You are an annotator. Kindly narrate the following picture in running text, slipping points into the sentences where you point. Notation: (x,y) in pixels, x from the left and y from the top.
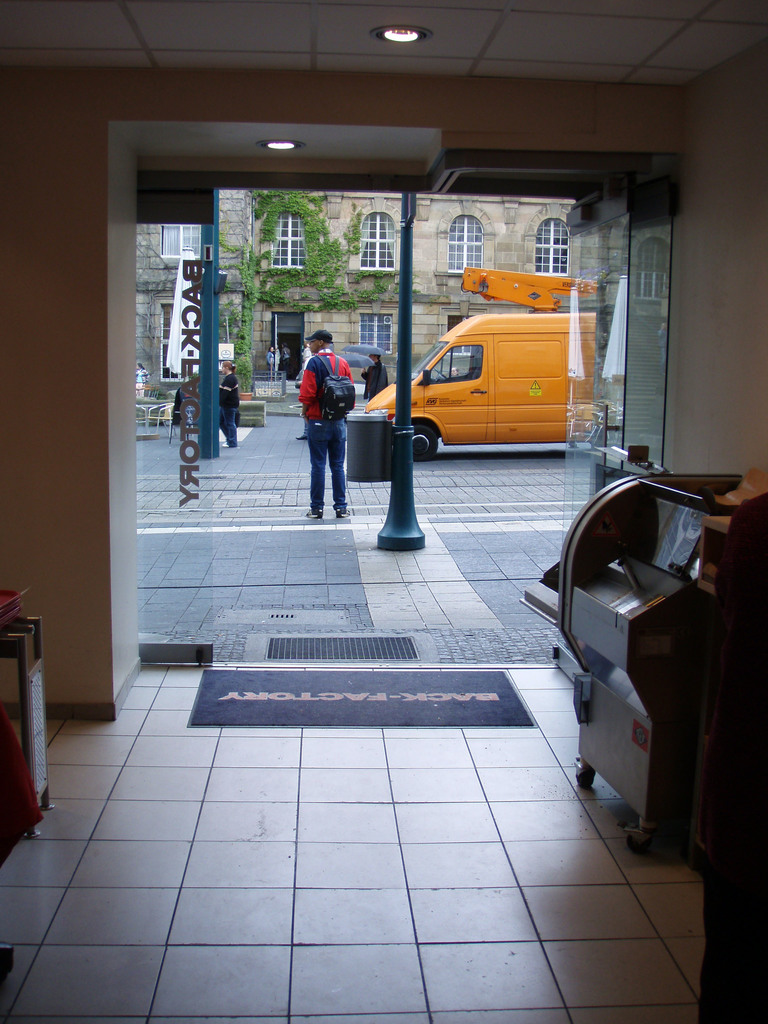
In this image there are persons (224,381) standing, there is a person (325,439) wearing a bag (329,413), there is a person (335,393) holding an object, there is a pole (409,400), there is a glass door (574,356), there is wall (713,287) truncated towards the right of the image (724,315), there is wall (59,362) truncated towards the left of the image (52,311), there is floor (331,977) truncated towards the bottom of the image (348,954), there are objects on the floor (118,734), there are objects (649,658) truncated towards the right of the image (723,831), there are objects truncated towards the left of the image (35,764), there is an object (748,1007) truncated towards the bottom of the image (718,988), there is text (190,356) on the glass (190,356), there is a vehicle (474,422) on the road (275,447), there is a building (341,311), there are windows (459,244), there is a plant (332,250), there is roof (321,41) truncated towards the top of the image (295,145), there are lights (409,28).
